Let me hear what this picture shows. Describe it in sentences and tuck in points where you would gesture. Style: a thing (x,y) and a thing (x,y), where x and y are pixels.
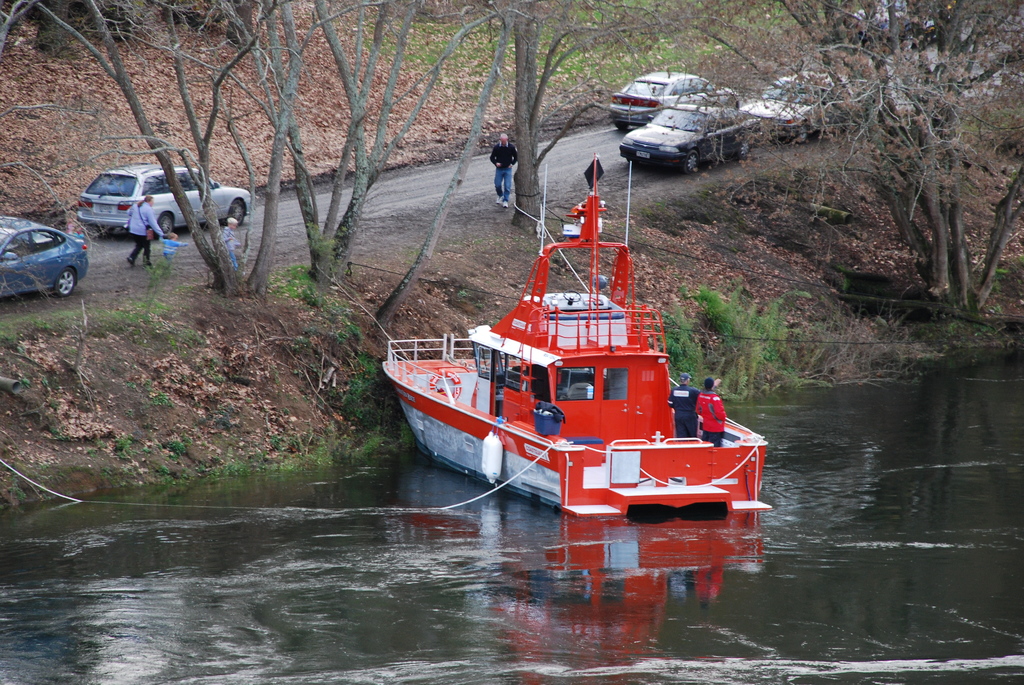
This picture is taken beside the river (594,590). On the river (625,606), there is a boat (554,484) which is in red and white in color. On the boat (659,396), there are two people (672,405). Beside the river (377,633), there is a road (481,200). On the road (683,169), there are vehicles (665,165). On either side of the road (292,215), there are trees (360,159) and plants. Towards the left (159,234), there is a woman (144,235) carrying a bag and holding a kid (174,252). Before them, there is another person (234,263). In the center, there is a man (504,150) wearing a black shirt (509,168) and a blue jeans (504,191).
